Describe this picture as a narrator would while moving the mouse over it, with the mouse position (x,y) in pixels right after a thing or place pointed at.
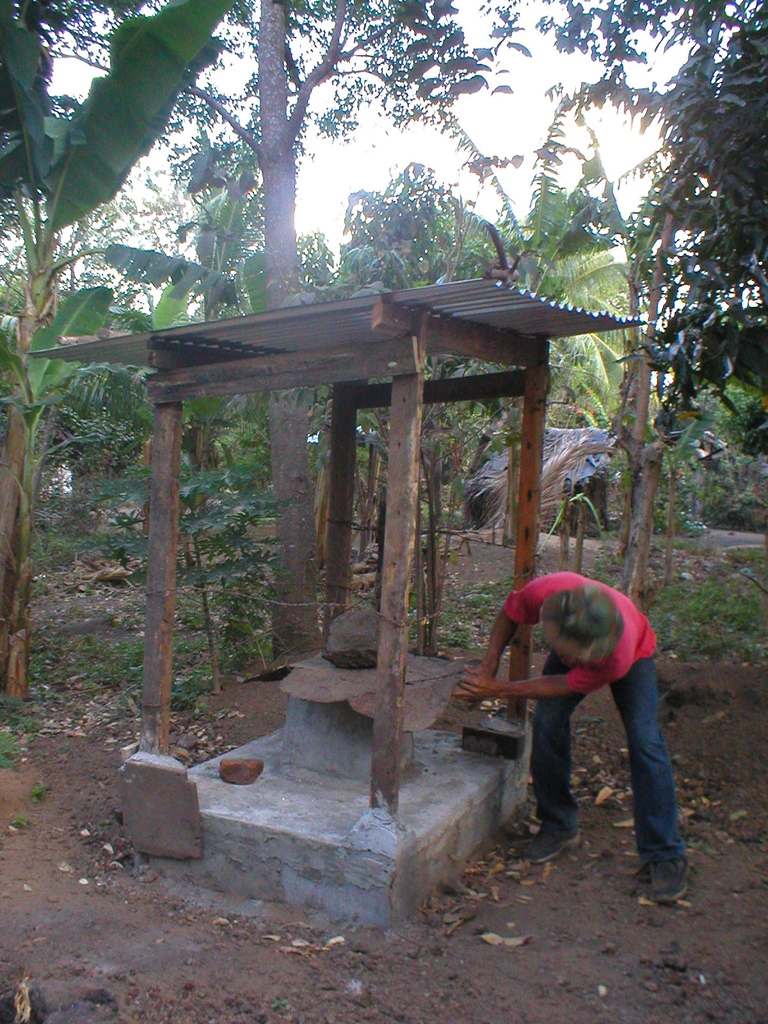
In this image I see a person (559,715) over here and I see the small shed (408,462) over here and I see the ground (199,626) on which there are leaves (82,677) and plants (726,616) and I see number of trees (593,296) and I see the sky (533,74) in the background (518,74).
